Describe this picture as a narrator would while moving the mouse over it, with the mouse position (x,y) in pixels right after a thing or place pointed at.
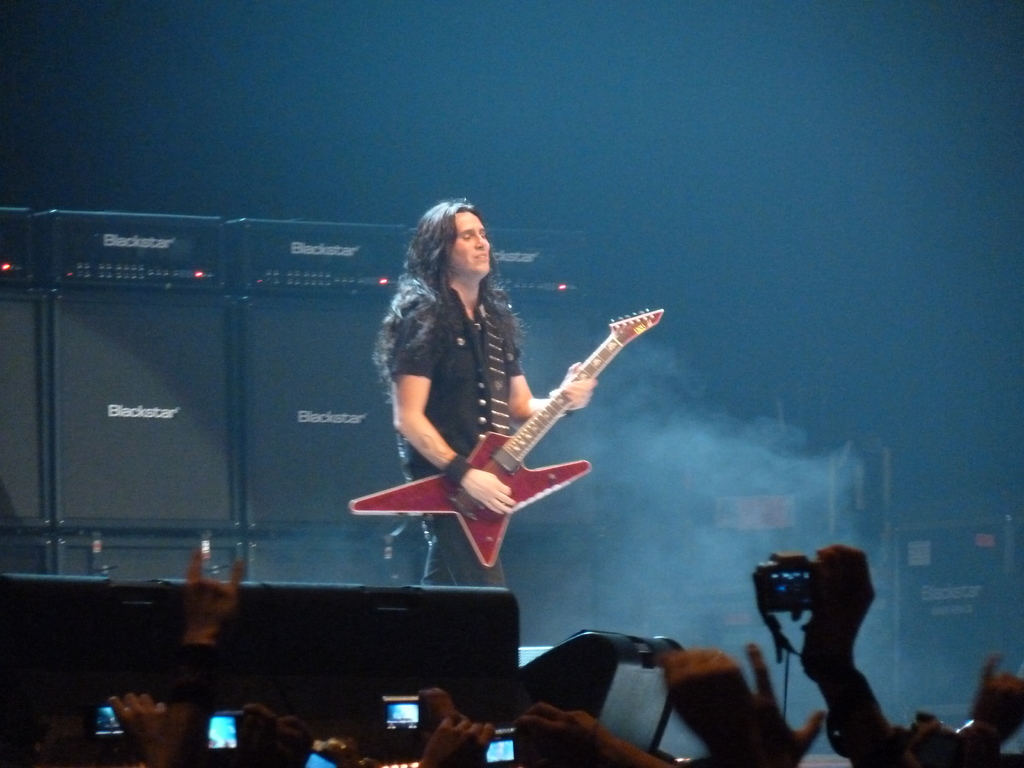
In this image we can see a man (453,351) standing on the floor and playing the guitar (462,489), and in front (252,755) here a group of people (296,756) are standing and holding the camera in the hand (466,734).
